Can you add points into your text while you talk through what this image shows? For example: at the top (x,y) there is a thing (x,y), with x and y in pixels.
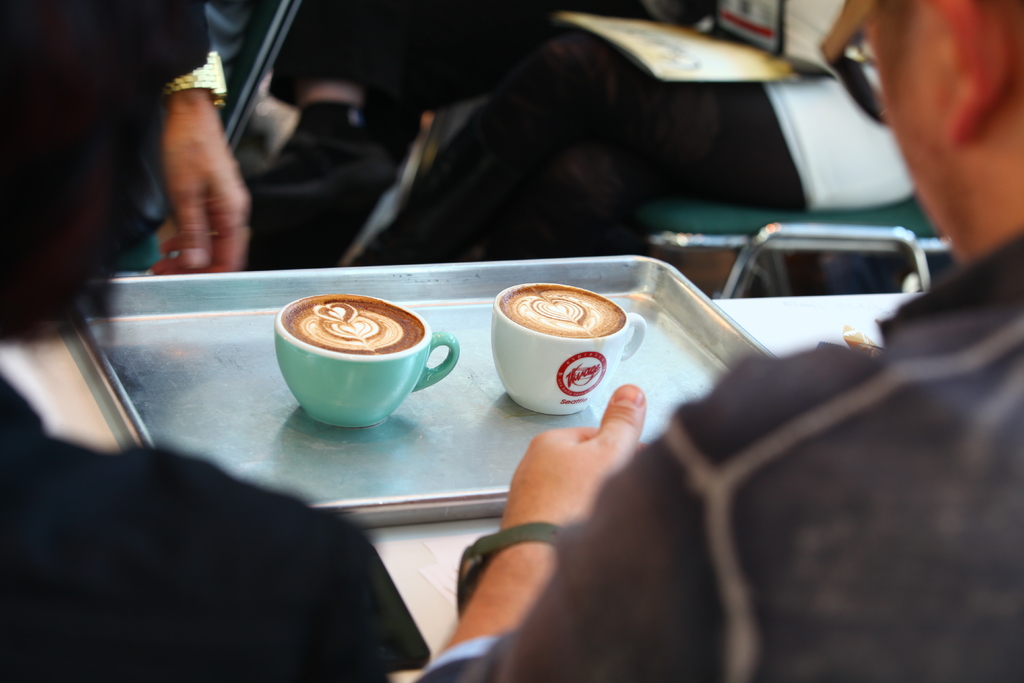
In this image there are two persons (507,565) in the foreground (837,478). In front of them there is a tray (315,430) in which there are two coffee cups (515,401). In the background (527,62) there are few people (571,101) sitting in the chairs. There is a book (700,50) on their laps (669,89). On the left side (179,143) top there is a person's hand (185,119) to which there is a watch (208,67).
